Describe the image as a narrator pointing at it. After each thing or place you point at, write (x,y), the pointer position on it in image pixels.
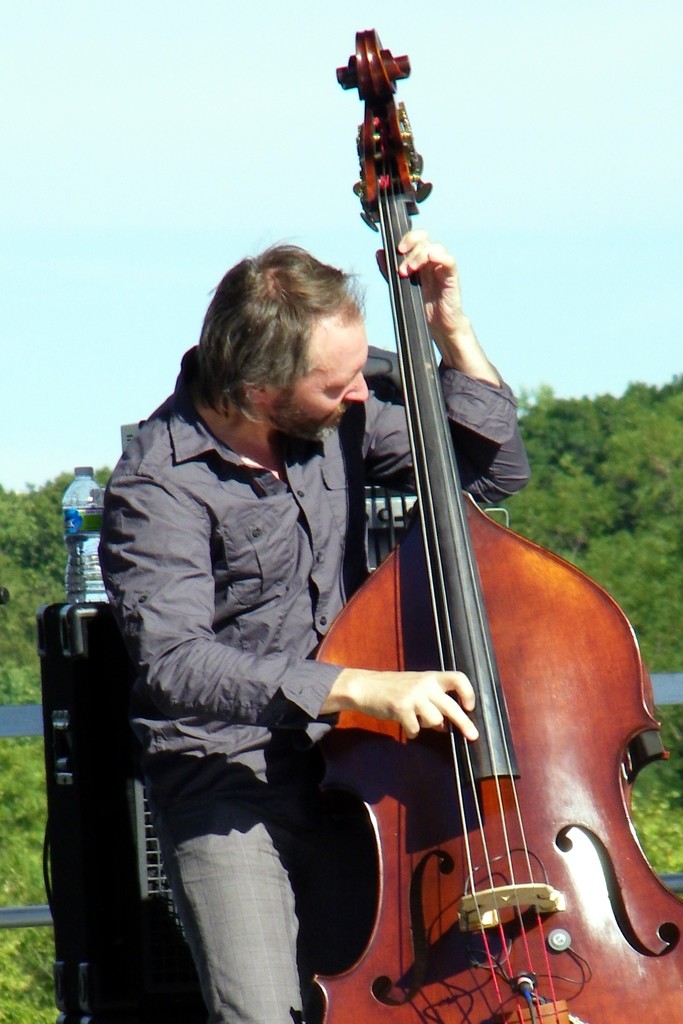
A man (264,302) is playing double bass (455,584).
